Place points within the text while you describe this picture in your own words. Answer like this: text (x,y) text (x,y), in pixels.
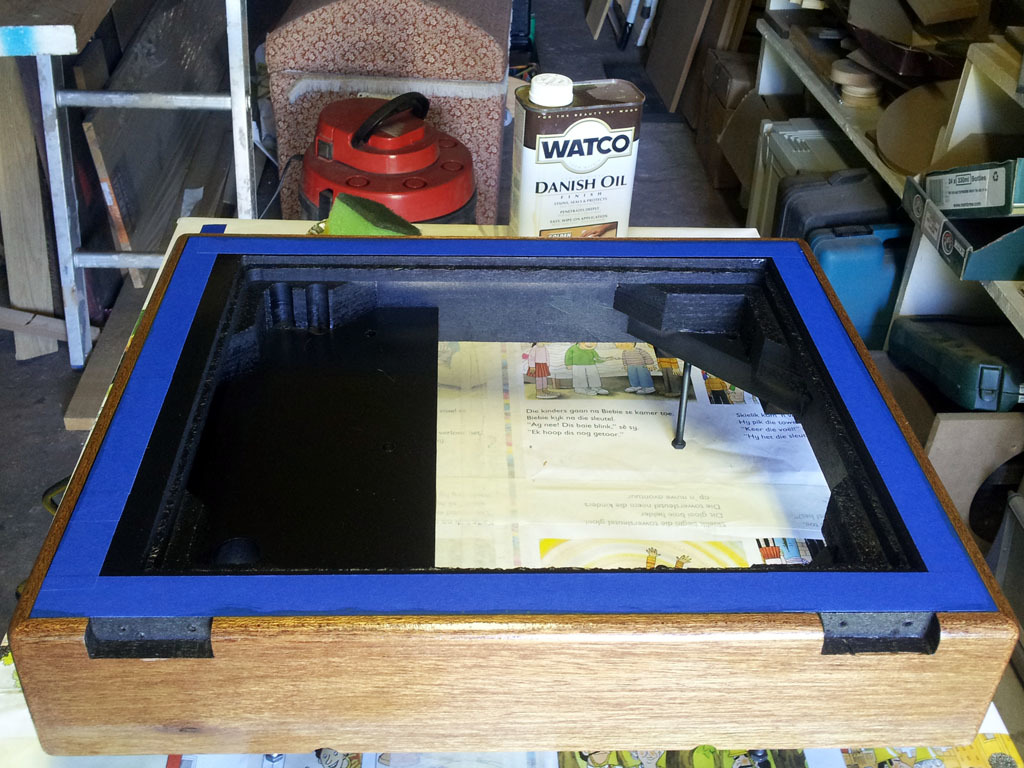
In this image I can see a wooden box (493,592). In the box (491,652) I can see few papers (707,550), background (568,137) I can see few bottles (588,136) and I can also see few objects (893,130) in the racks (964,114).
